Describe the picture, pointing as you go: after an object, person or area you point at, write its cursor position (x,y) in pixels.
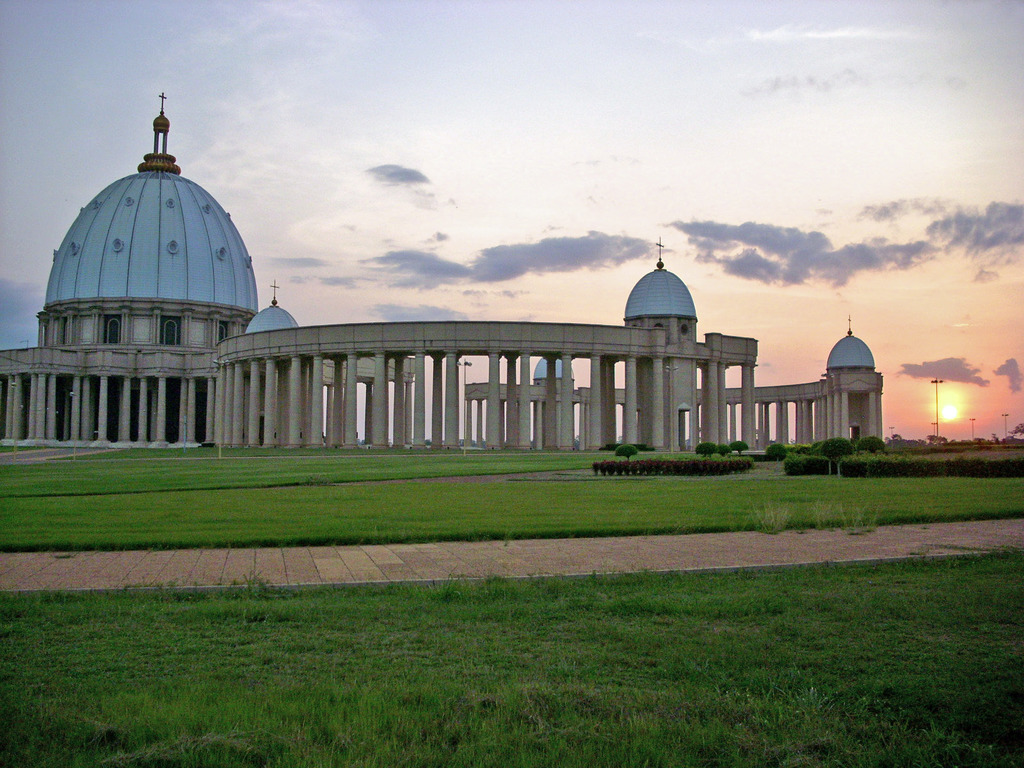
In the foreground of the picture (209,721) there is pavement (636,555) and there are shrubs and grass (784,510). In the center of the picture (620,473) there are plants (975,459), grass (308,467) and a cathedral (199,380). In the background (955,413) towards right (947,408) there are street lights (1005,432) and sun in the sky (942,365). At the top (504,95) it is sky (590,120).
